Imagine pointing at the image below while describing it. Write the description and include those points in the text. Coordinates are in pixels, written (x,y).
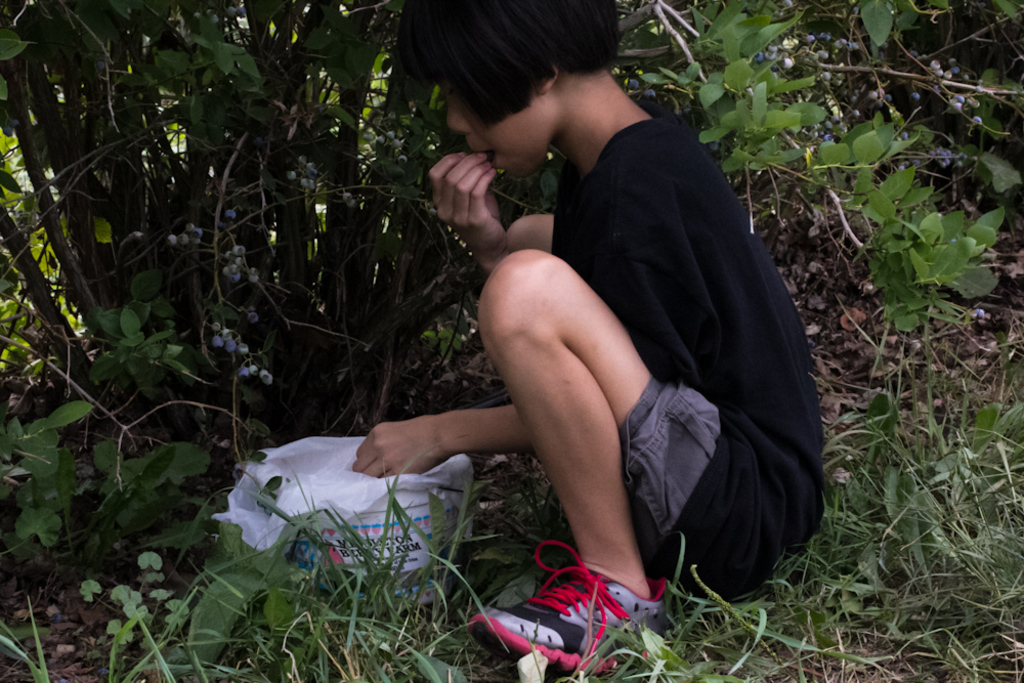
In this image, we can see a kid (578,270) who is wearing a black dress (776,285) and is sitting. The ground (978,633) is covered with grass (918,543). In the background (418,147), we can see some plants (922,212).
